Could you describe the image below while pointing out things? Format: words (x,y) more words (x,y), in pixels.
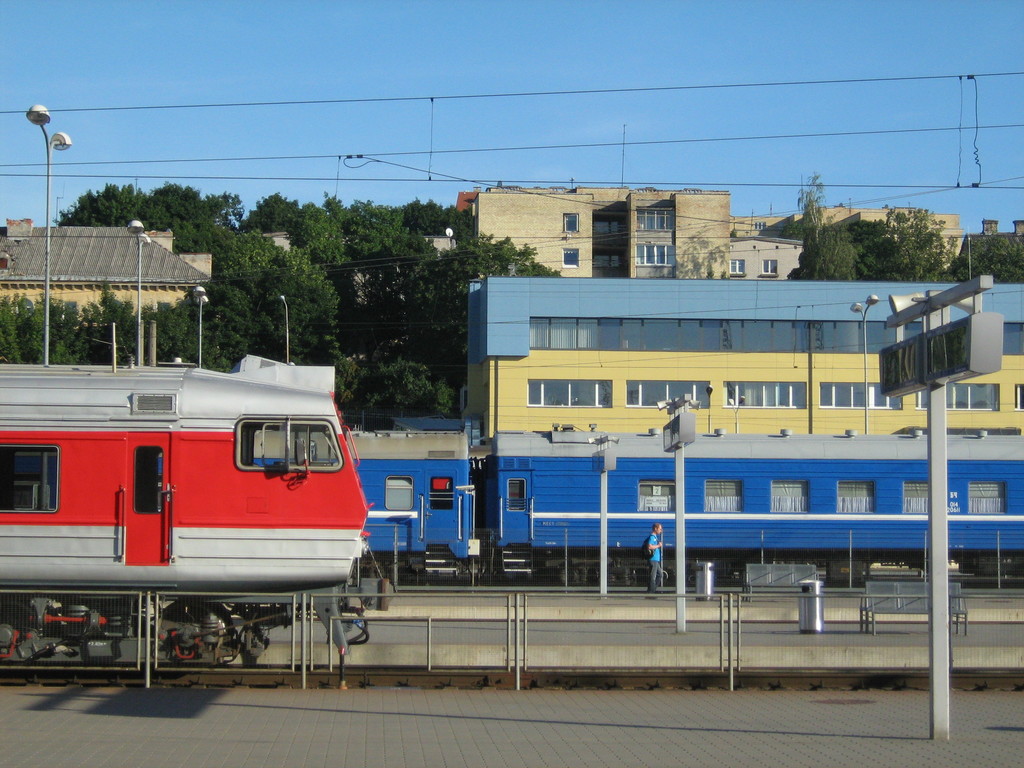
In this image, we can see trains (687,501), poles (940,464), rods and platforms (673,637). Here we can see a person (655,561) is standing. Background (1016,332) we can see trees (388,326), buildings (987,300), street lights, wires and sky (533,132).
